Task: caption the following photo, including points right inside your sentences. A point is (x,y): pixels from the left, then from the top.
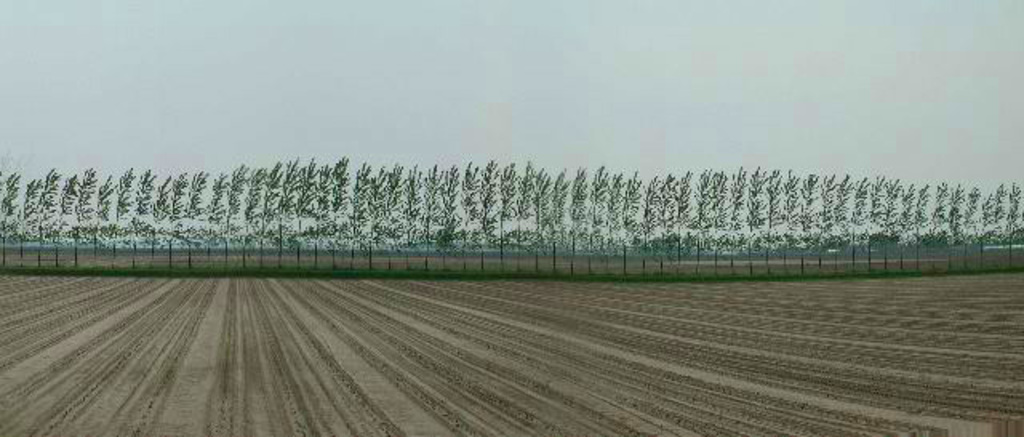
This is a picture taken in a field (335,331). In the foreground of the picture (81,305) there is land (108,351). In the center of the picture (482,227) there are trees (533,194). In the background (461,242) there are trees (746,239) and land (312,253). Sky (270,140) is cloudy.
